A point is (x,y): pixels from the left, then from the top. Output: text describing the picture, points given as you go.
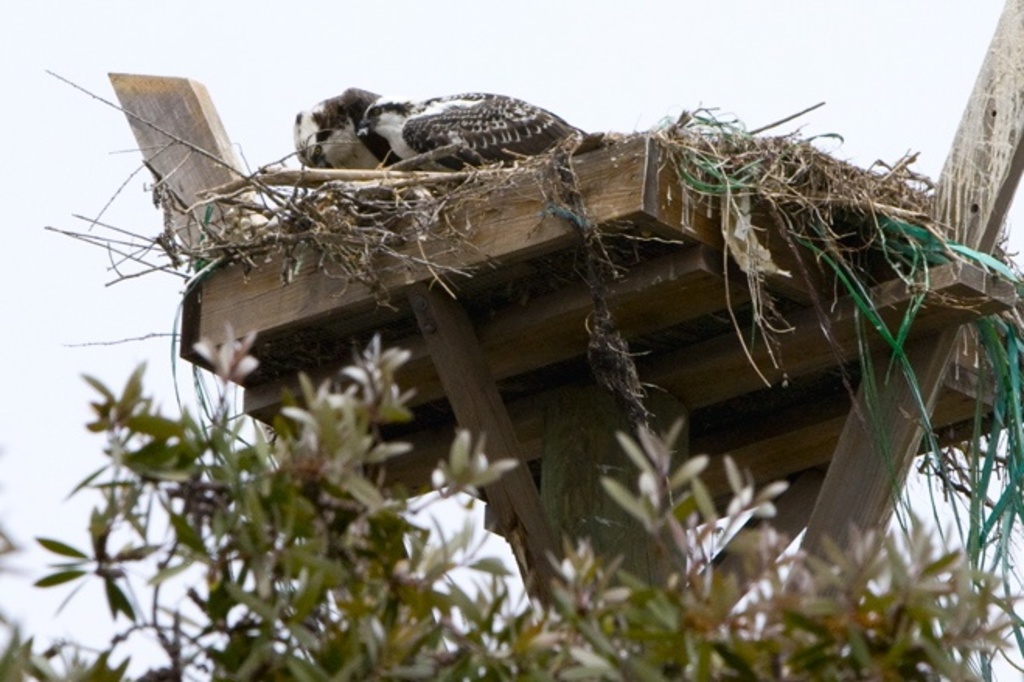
In the picture I can see plants (431,609). I can also see birds (393,151) on a wooden objects (394,259). In the background (551,89) I can see the sky (640,70).
